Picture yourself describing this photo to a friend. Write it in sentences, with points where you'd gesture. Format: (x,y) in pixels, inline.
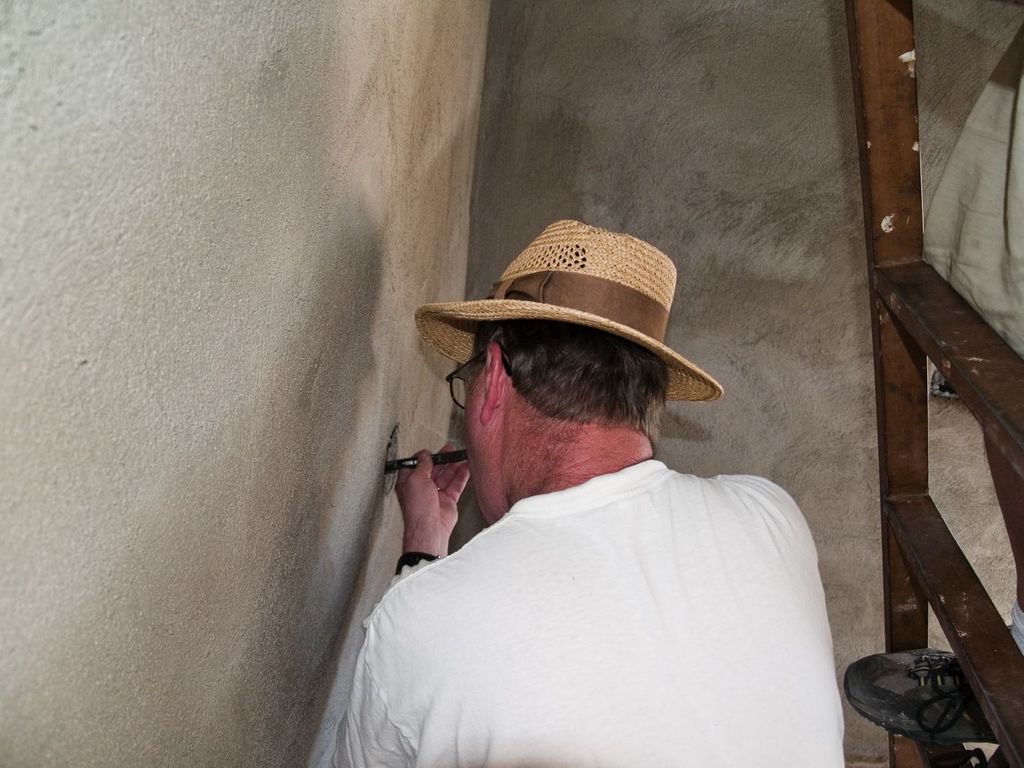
In this image we can see a man (537,440) wearing the white t shirt (573,524) and also the hat (578,287) and holding an object (412,463). We can also see the wall (684,336). There is also a man (971,203) on the ladder (925,644) which is on the right (894,16).
